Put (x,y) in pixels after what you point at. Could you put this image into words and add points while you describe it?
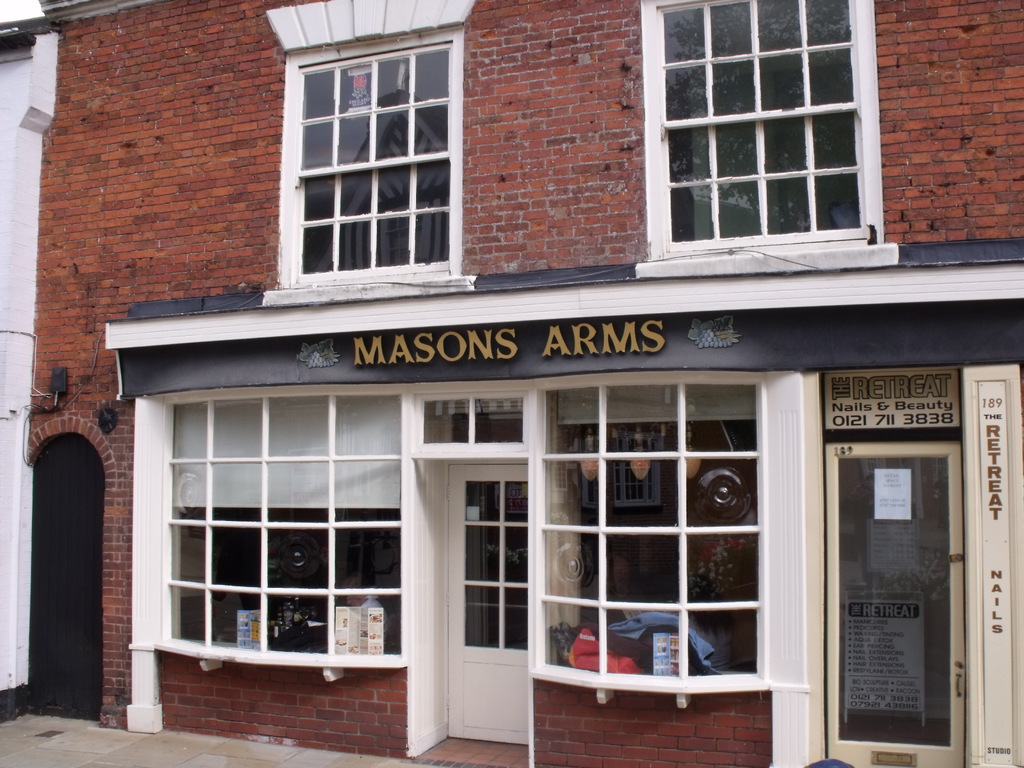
In this image there is a building (343,111) with the windows (696,81) in the middle (391,464). Below the building (561,114) there is a house (445,537) with the two doors (877,554) and glass windows (313,534).
